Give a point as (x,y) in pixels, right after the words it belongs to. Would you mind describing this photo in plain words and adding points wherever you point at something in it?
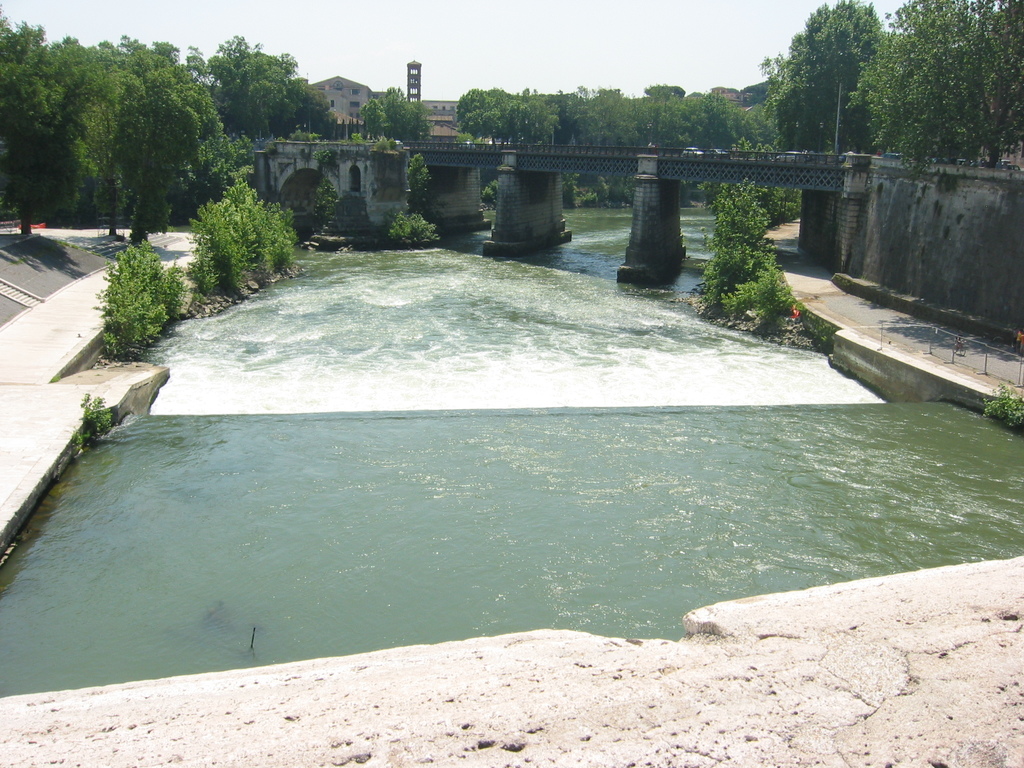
In the picture we can see a water flow (492,554) besides, we can see some walls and plants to it and far from it, we can see a bridge (467,159) under it also we can see water (579,224) flowing and behind it we can see trees (184,94), plants (557,127), house (435,108), tower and sky (530,58).
